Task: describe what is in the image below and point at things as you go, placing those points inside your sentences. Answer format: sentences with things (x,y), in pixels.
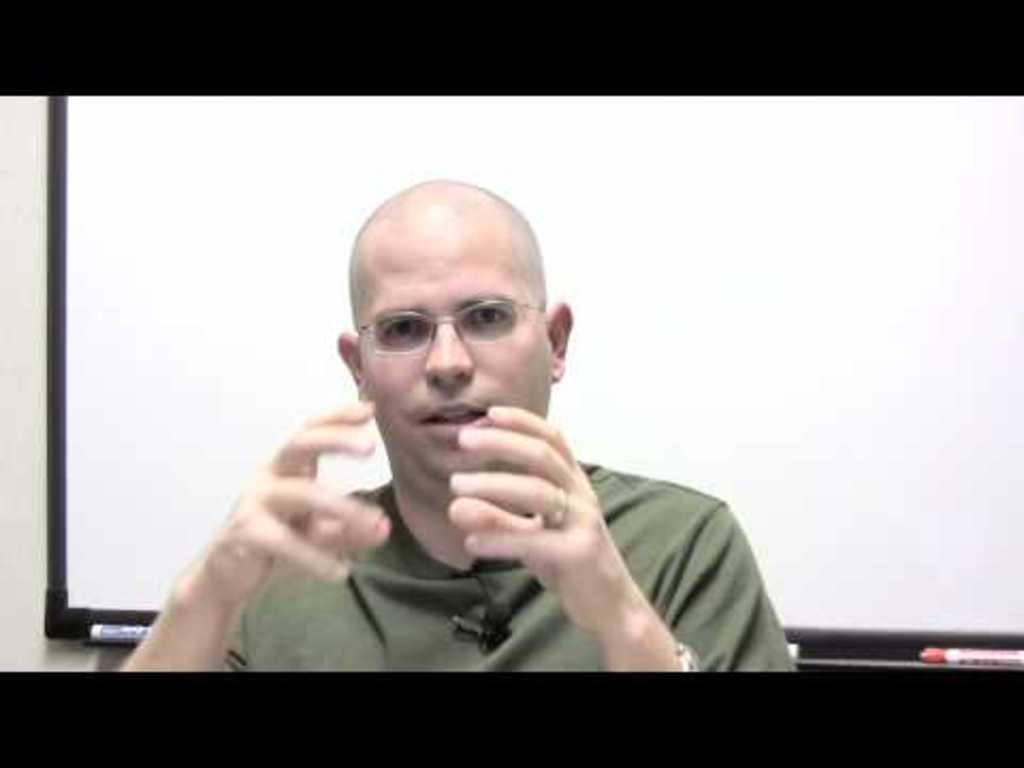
In this image I see a man (426,356) who is wearing t-shirt (304,620) and I see that he is wearing spectacle (363,337). In the background (157,323) I see the white board (721,341) and I see the markers (935,652) and it is black over here and here.
